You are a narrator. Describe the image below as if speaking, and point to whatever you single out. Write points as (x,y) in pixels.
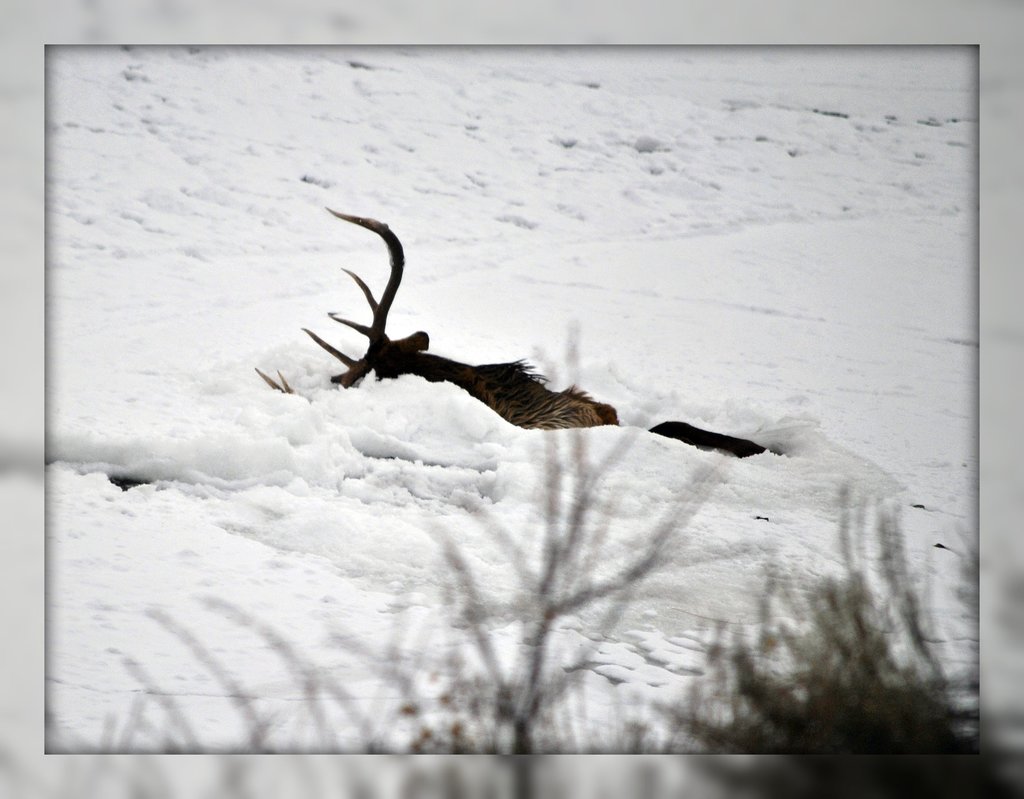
In this image I can see an animal (531,417) in the snow (390,468). An animal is in black and brown color. To the side I can see the plants (712,642).
